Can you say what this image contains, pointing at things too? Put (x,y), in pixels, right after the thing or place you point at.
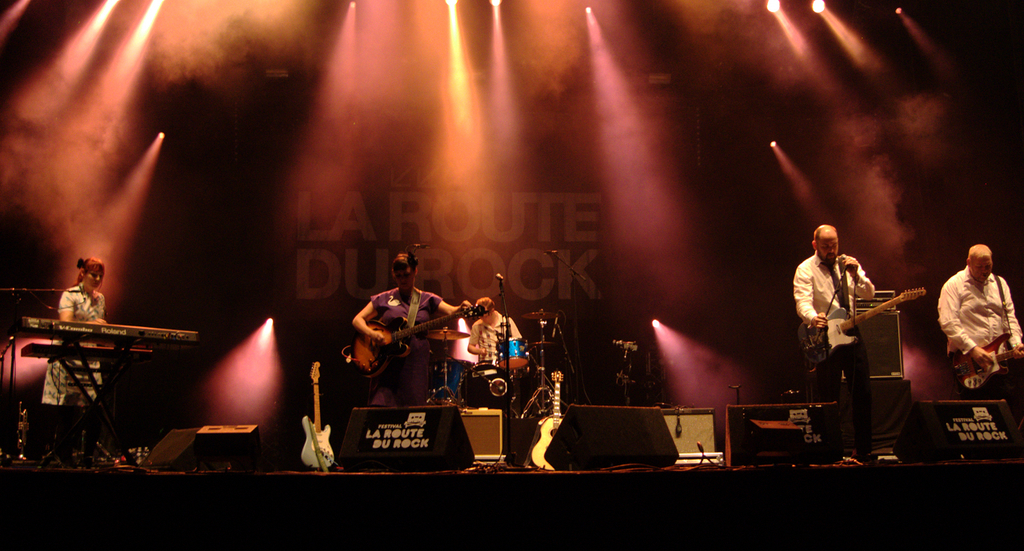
In this image i can see few persons (389,333) standing and holding musical instruments (382,366) in their hands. In the background (497,353) i can see musical instruments (511,346) and a person (489,327) and few lights (450,5).
